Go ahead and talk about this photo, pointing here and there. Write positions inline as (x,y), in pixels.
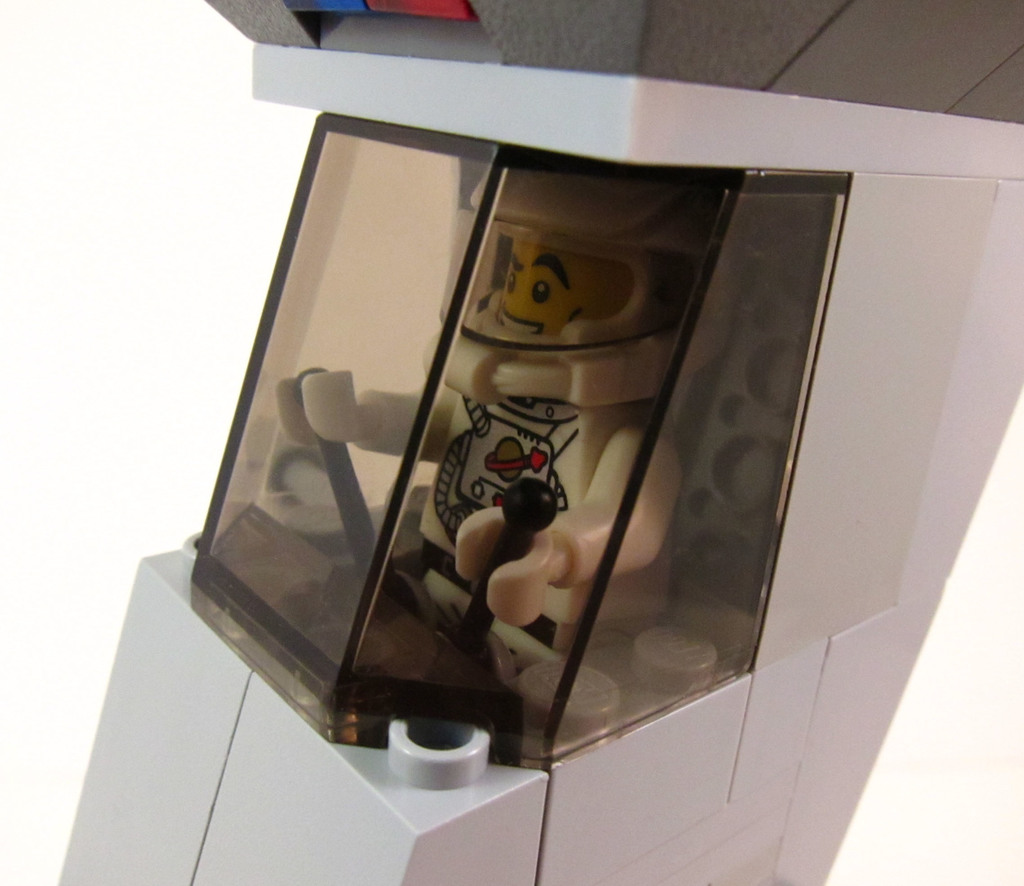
In this picture we can see toy (435,444). In the background of the image (171,320) it is white.
